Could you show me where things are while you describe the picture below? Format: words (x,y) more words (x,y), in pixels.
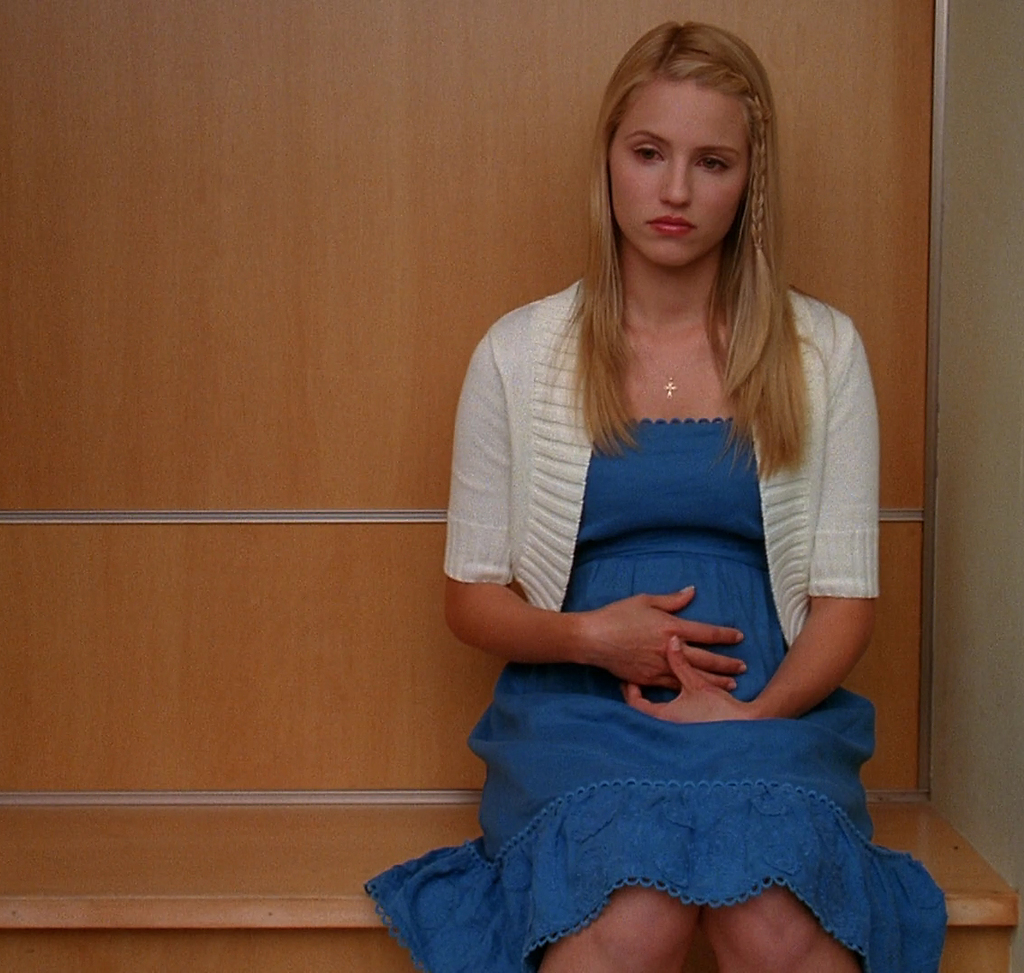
In the picture we can see a woman (549,920) sitting on the wooden bench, she is wearing a blue dress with a white jacket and golden hair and in the background (394,409) we can see a wooden wall (214,254).
